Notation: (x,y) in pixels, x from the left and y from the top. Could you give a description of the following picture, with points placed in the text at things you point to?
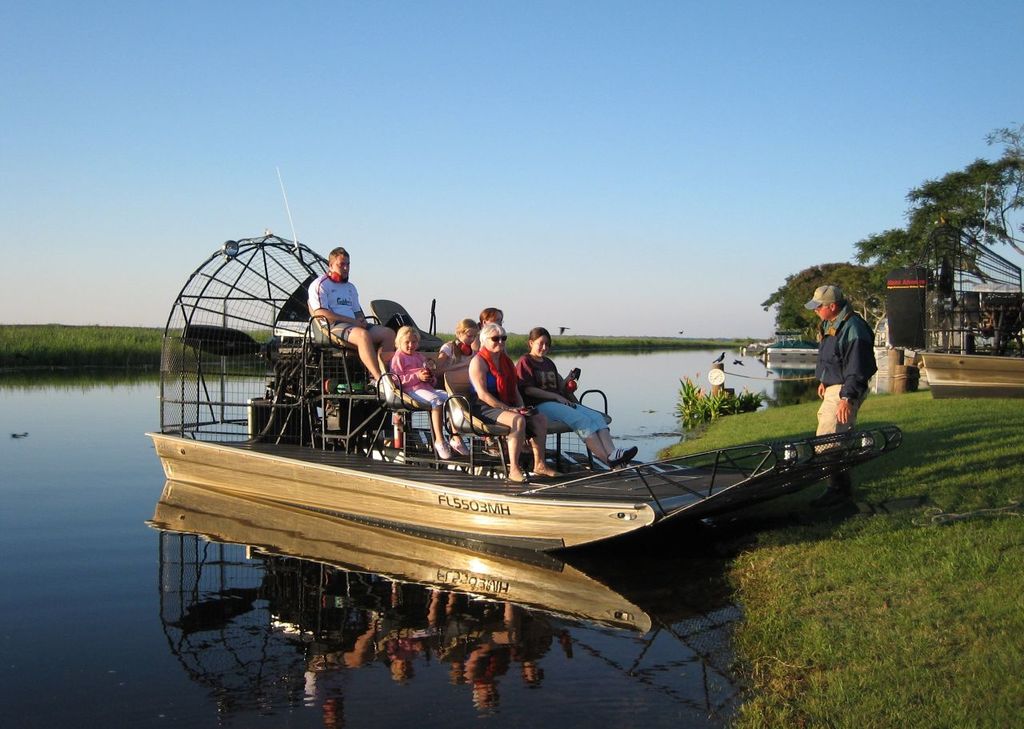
In this image I can see there are few people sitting in the boat (514,496), there is a person (825,422) walking at right side (841,419) and there is a lake (75,386), there is some grass (36,344), trees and the sky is clear.
